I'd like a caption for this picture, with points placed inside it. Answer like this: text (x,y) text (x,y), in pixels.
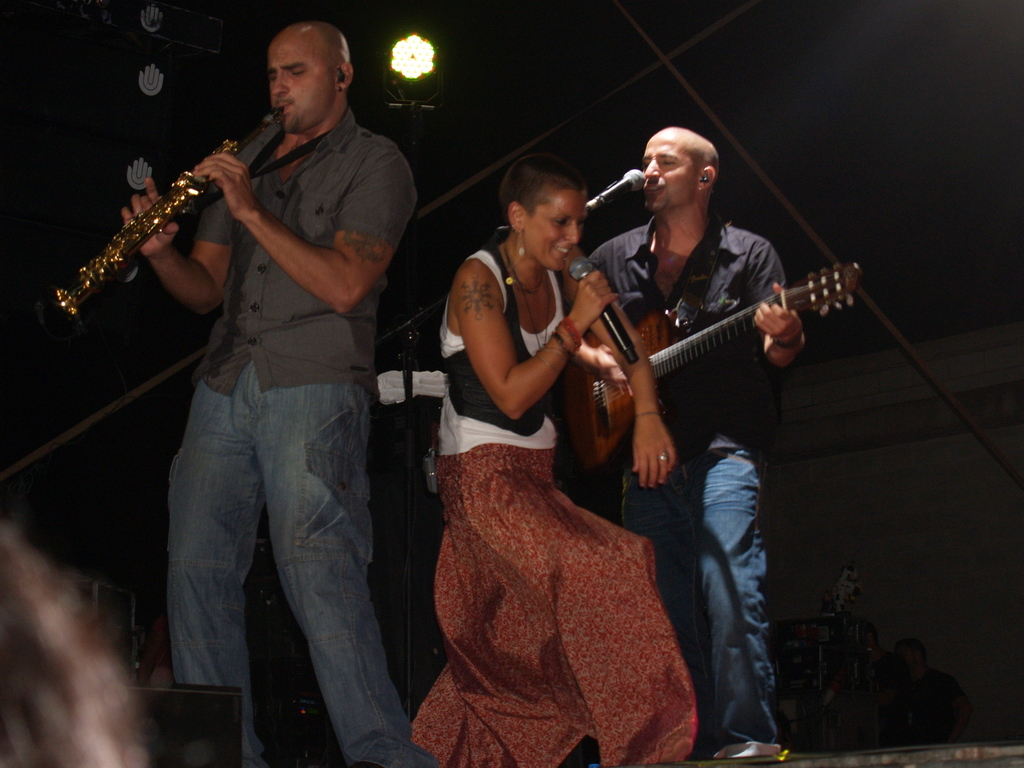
There are two men (274,297) and one lady (530,624) are on the stage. The lady (564,510) is holding a mic (599,310) in her hand (585,297) and she is singing and she is standing. And there is a man (300,262) standing and playing a saxophone (196,195). And to the right side (709,307) there is man (714,315) standing and playing guitar (723,319). in front of him there is a mic (626,184). In the bottom right corner (876,681) there are some people (906,698) standing.
